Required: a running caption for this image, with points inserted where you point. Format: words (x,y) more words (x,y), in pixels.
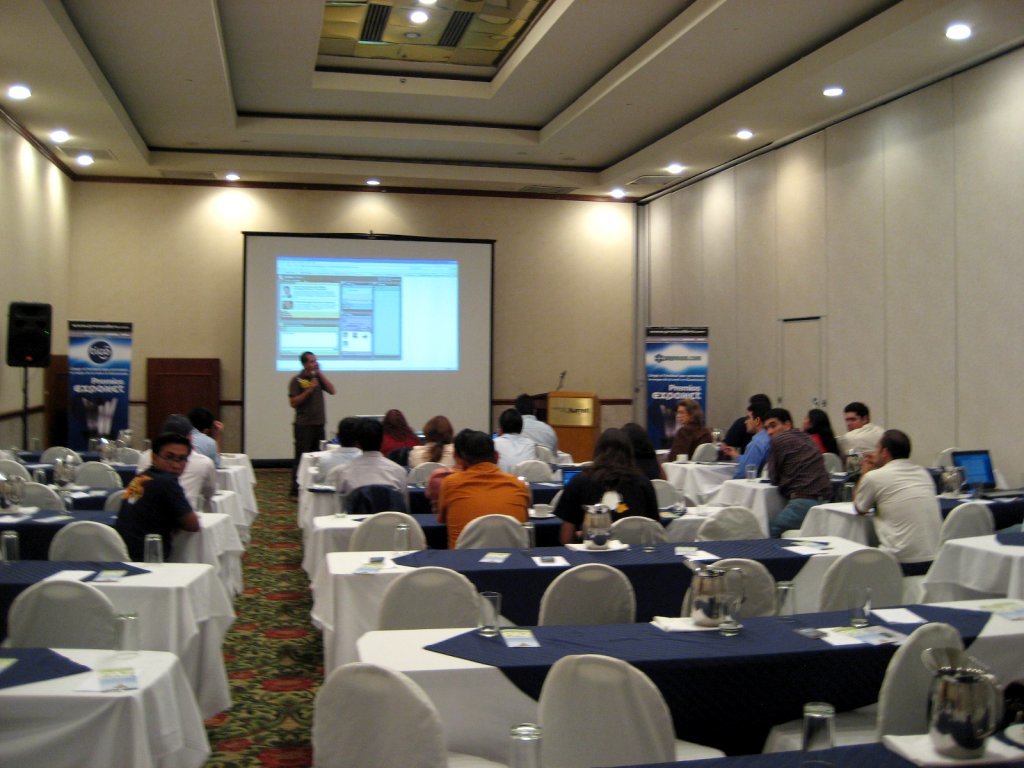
In this image there are a group of people (885,527) who are sitting, and also we could see some tables (835,683). On the table (919,604) there are some glasses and some tissue papers (84,496) and also there are some monitors (982,472), and in the center (424,389) there are some speakers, boards (84,389), screen (482,284) and one person (314,386) is standing and talking and one podium (562,399). On the top (521,141) there is ceiling (291,126) and some lights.
